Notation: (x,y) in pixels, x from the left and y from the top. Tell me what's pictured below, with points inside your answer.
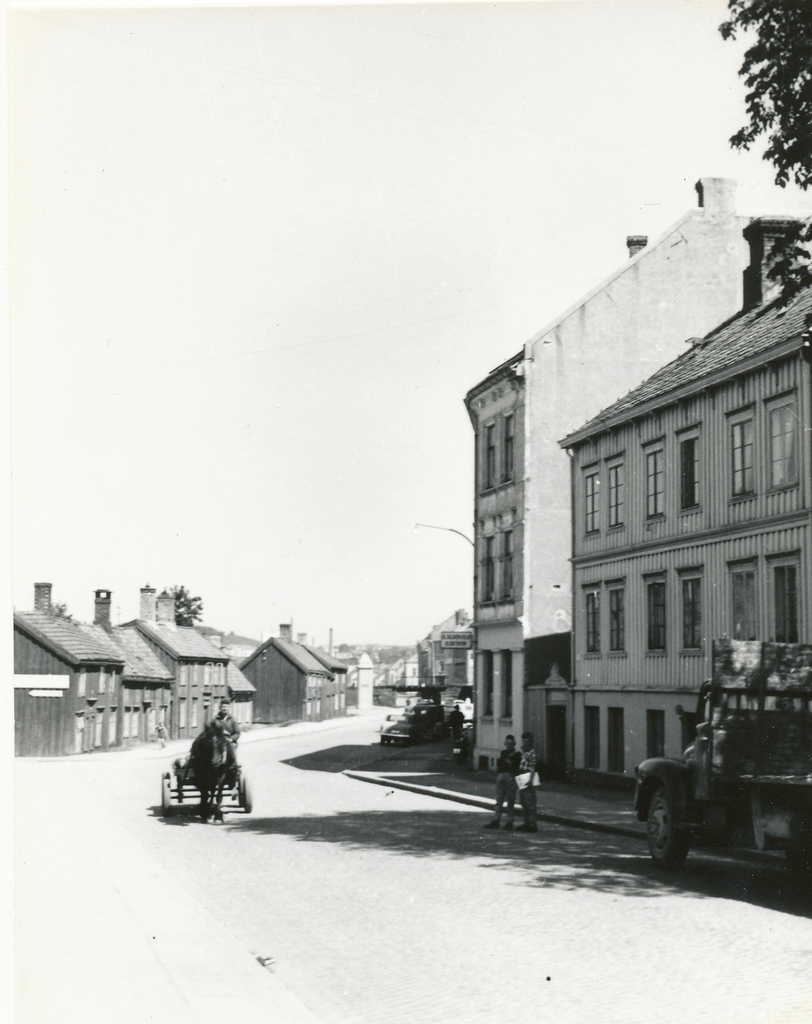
This is a building (484,485), this are house (273,715) and this is horse (204,777) one man (229,733) is sitting back of this horse (217,729), and this is the road (332,808).
